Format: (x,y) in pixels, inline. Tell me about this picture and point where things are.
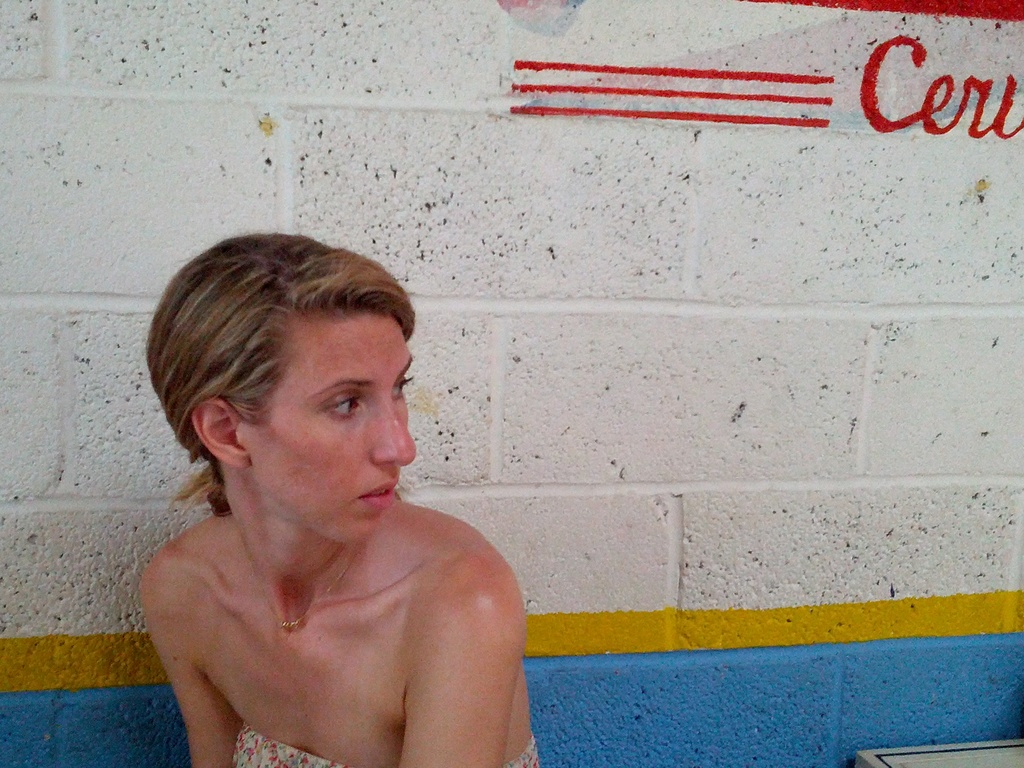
In this image we can see a lady (356,517). In the background (496,327) there is a wall (792,357).
